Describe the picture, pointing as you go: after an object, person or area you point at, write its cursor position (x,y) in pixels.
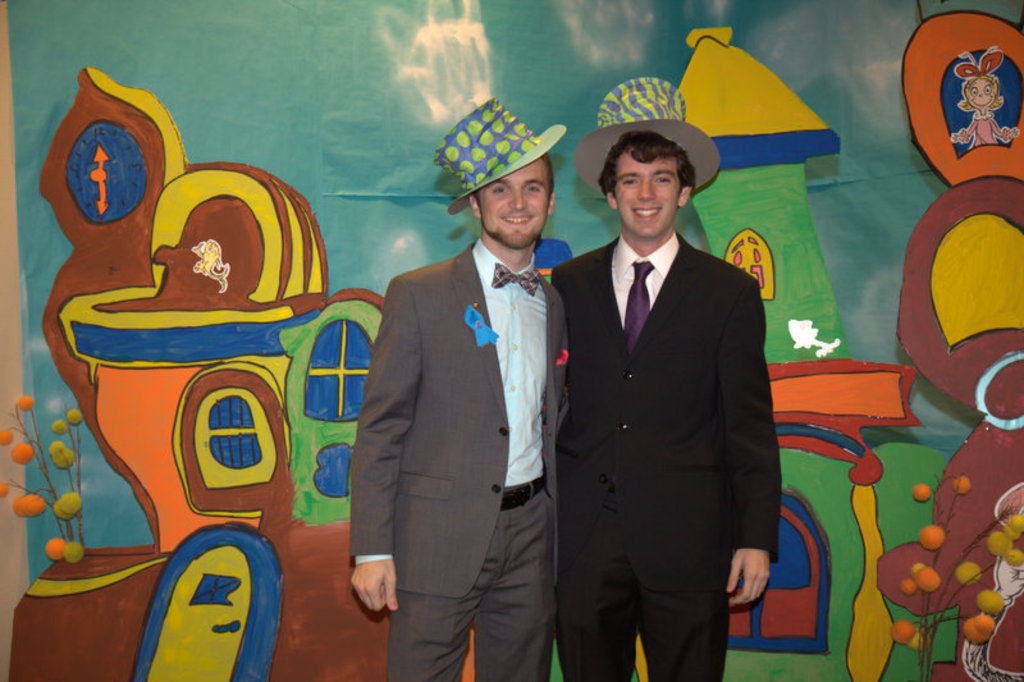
In this image there are two people (556,403) standing. We can see painting (938,336) on the wall (313,461).
